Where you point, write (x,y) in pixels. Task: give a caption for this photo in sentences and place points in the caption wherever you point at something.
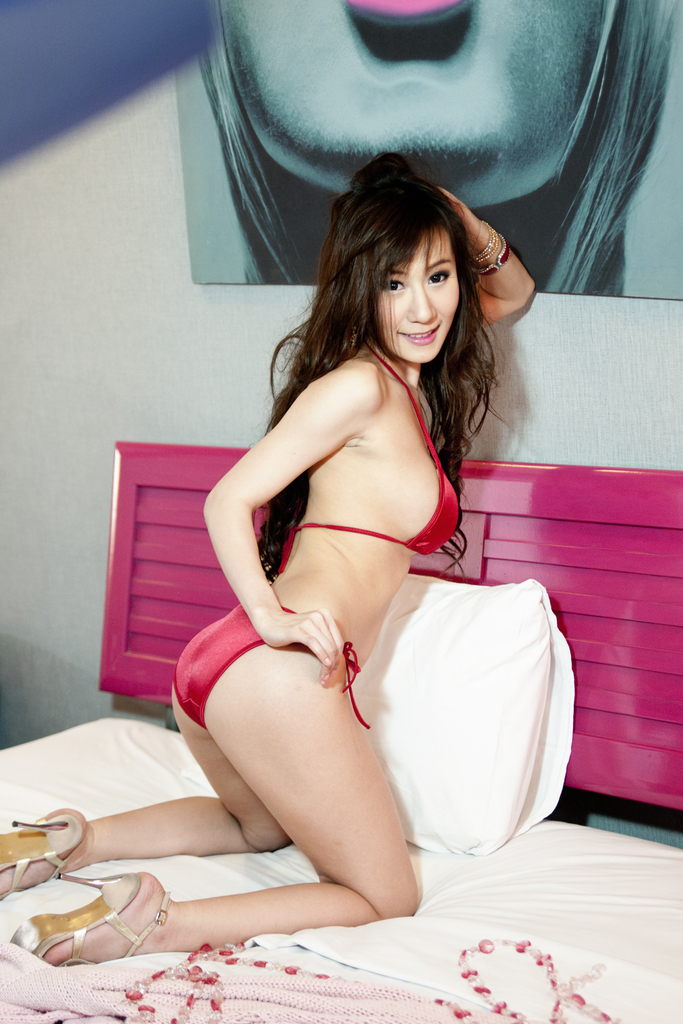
This is the woman (318,725) sitting on her knees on the bed (440,933) and smiling. Here is the pillow (502,746). This bed (495,945) is covered with a bed sheet (572,895). I can see a frame (221,178) attached to the wall (81,323).
